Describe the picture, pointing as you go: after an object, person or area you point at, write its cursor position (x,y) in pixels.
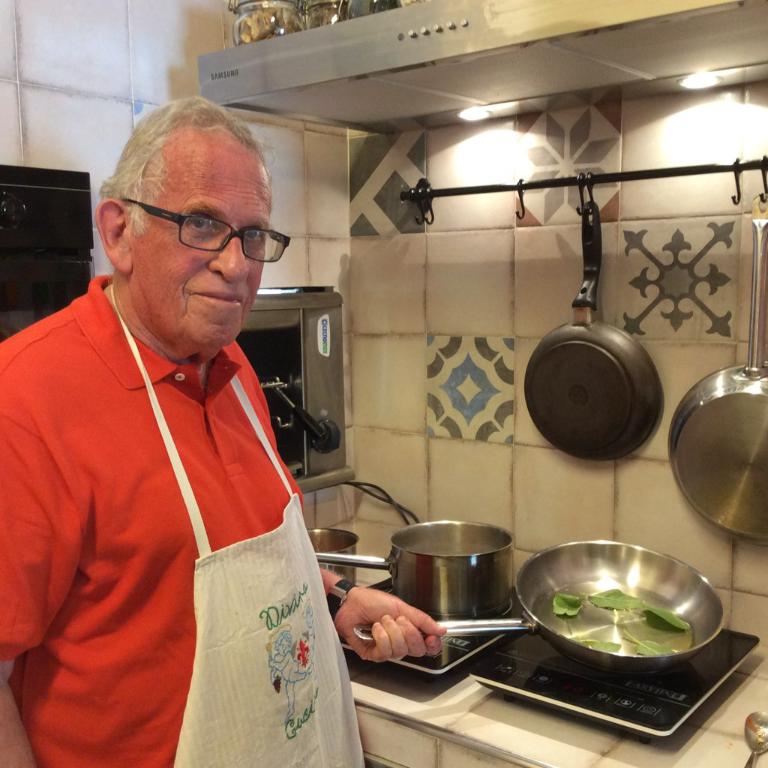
As we can see in the image there are tiles (528,199), bowls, pans (699,420), induction stoves (552,676) and a person (171,351) wearing red color t shirt (75,690).
